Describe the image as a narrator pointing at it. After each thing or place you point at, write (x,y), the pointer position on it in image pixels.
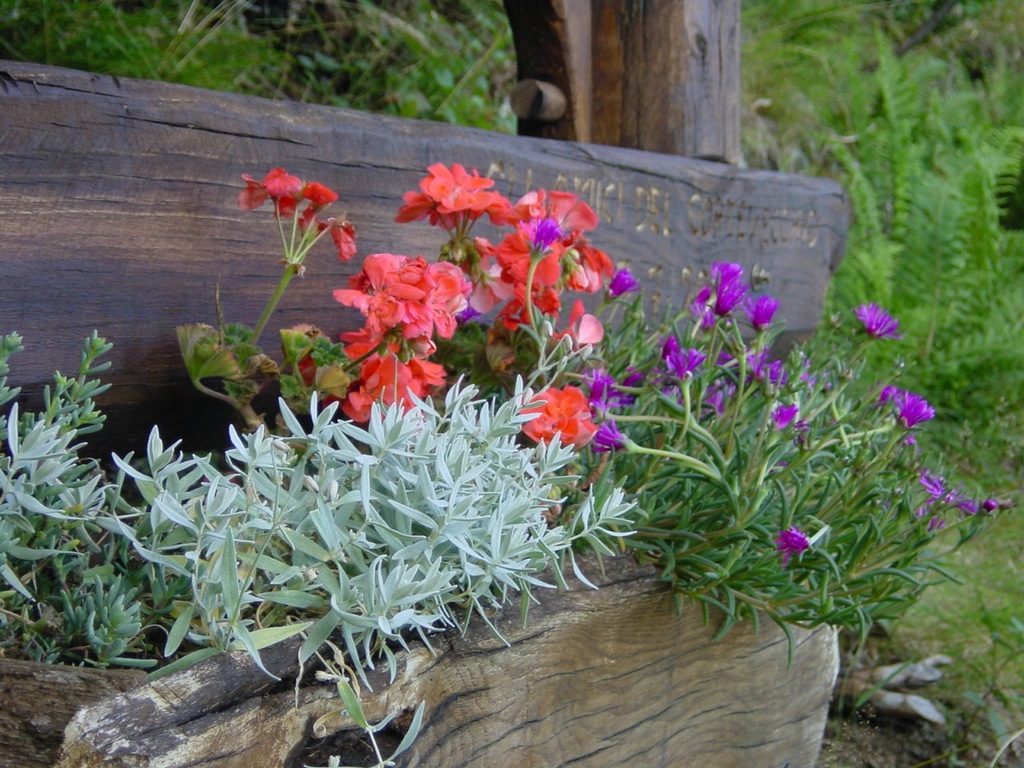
In this image there are plants (373,587) and we can see flowers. In the background (750,216) there are trees (952,182) and we can see wooden logs (643,669).
